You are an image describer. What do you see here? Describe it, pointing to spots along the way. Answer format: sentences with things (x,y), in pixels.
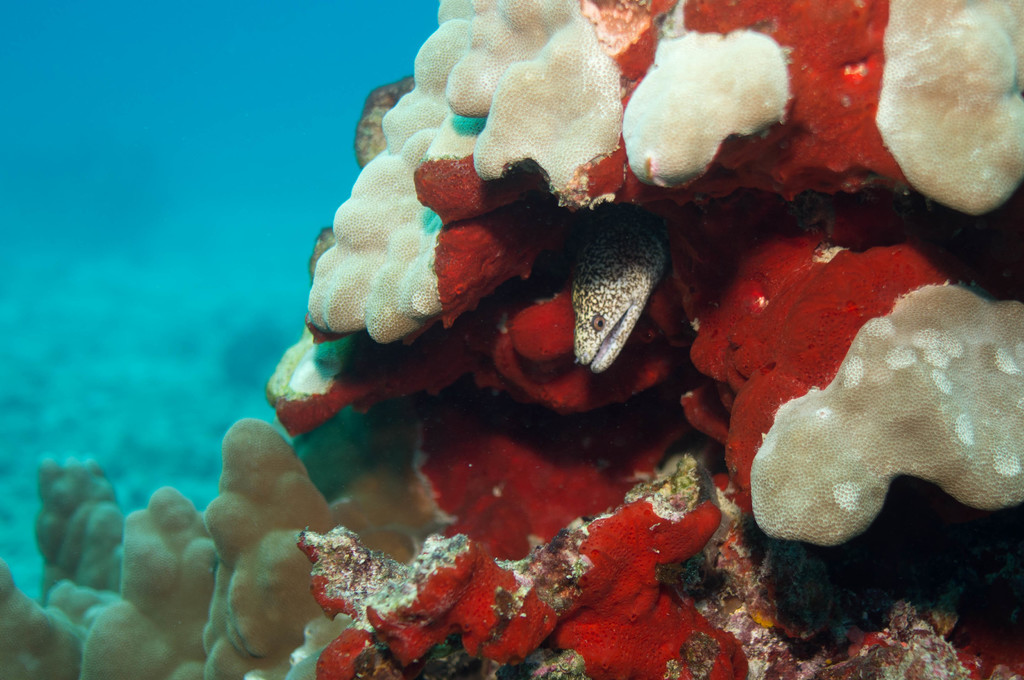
In the image there are corals (470,191) with white and red color. In between them there is a fish (605,273). There is a blue background.
